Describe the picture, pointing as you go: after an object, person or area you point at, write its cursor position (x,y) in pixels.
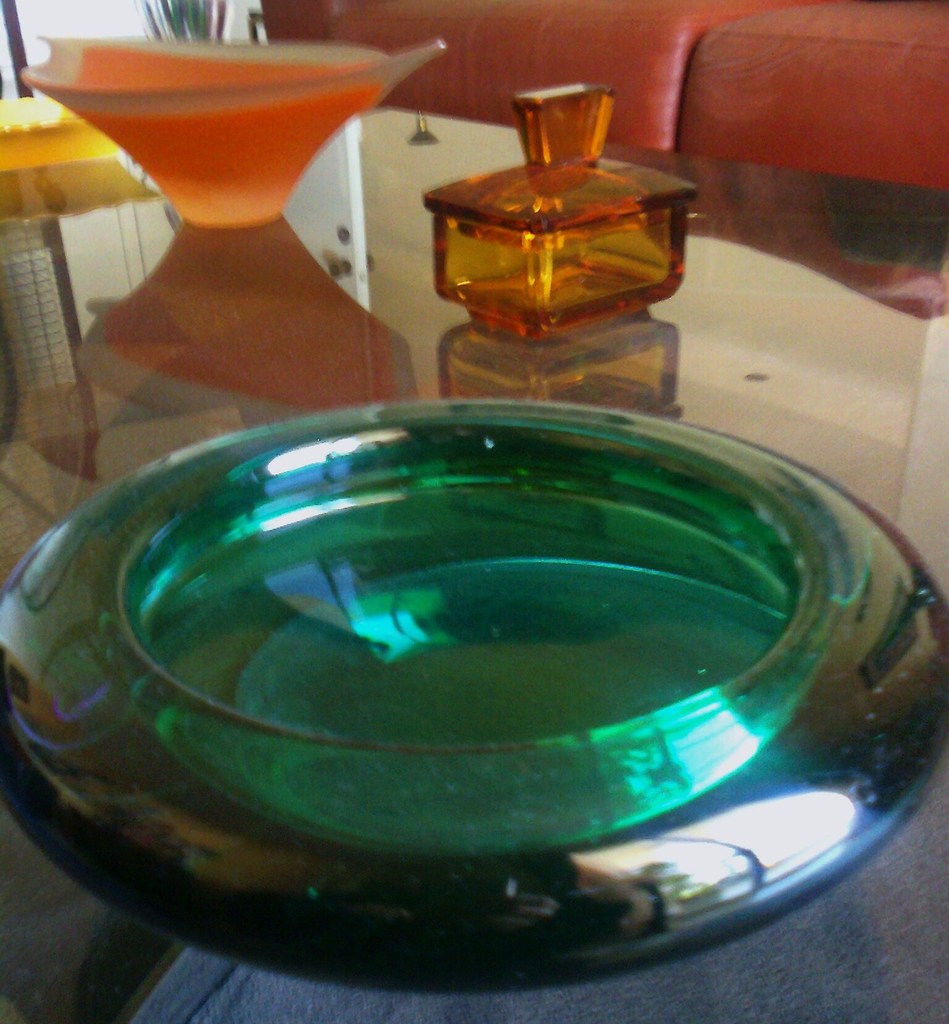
In this image there is a table (322,199) and we can see a bowl (286,631), jar (579,307) and a vase (259,206) placed on the table (890,447). In the background (758,62) there is a sofa (679,44).
